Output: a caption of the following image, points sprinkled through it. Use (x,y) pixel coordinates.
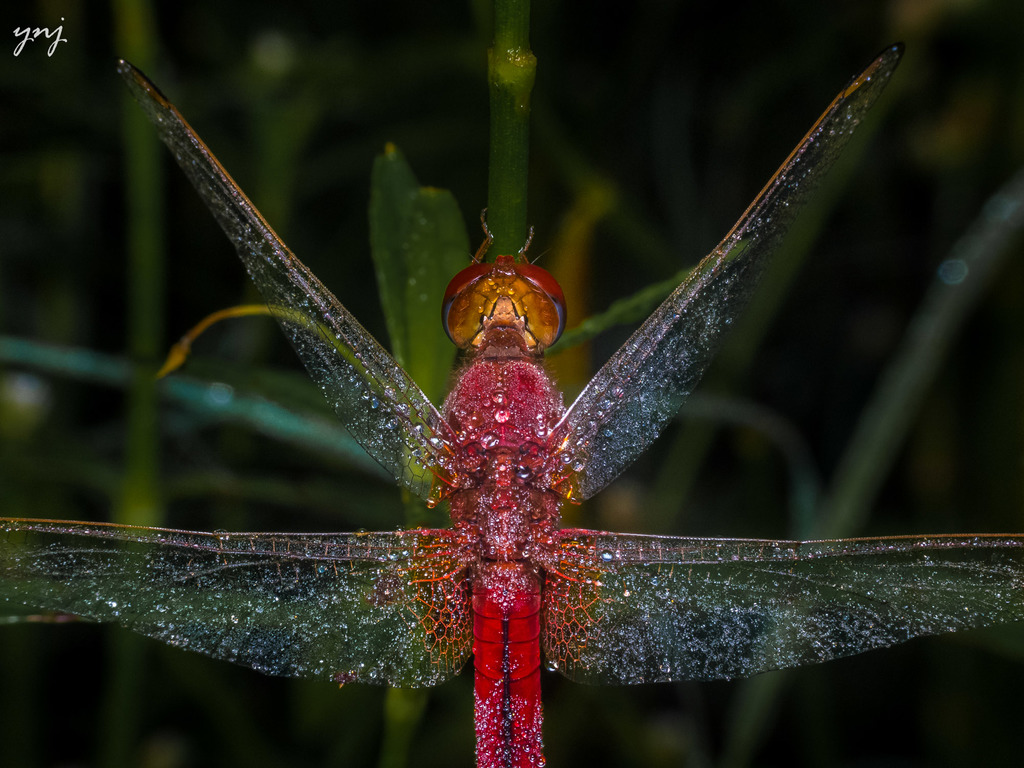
In this image in the front (440,474) there is an insect (419,473) sitting on the leaf (426,348) and the background (90,651) is blurry.
